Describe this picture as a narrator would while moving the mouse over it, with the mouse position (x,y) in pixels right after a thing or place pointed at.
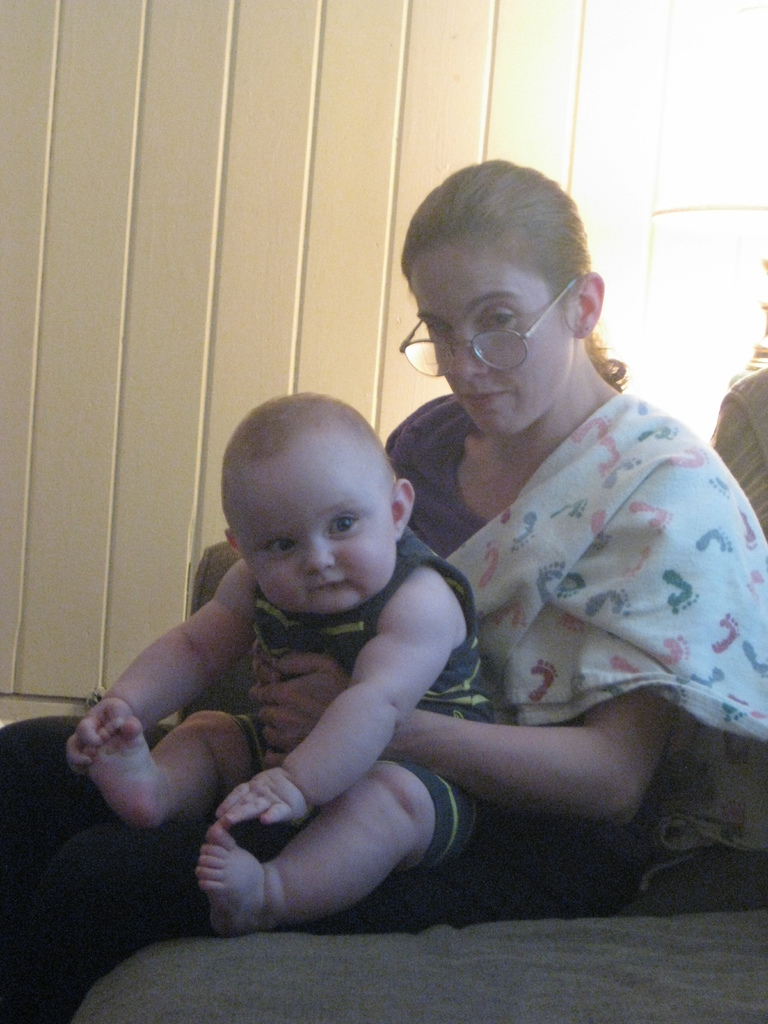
In the foreground of this image (485,594), there is a woman (517,592) sitting on a grey surface (534,993) holding a baby (346,542) on her laps (100,877). In the background (253,95), there is a white wall (213,168).
